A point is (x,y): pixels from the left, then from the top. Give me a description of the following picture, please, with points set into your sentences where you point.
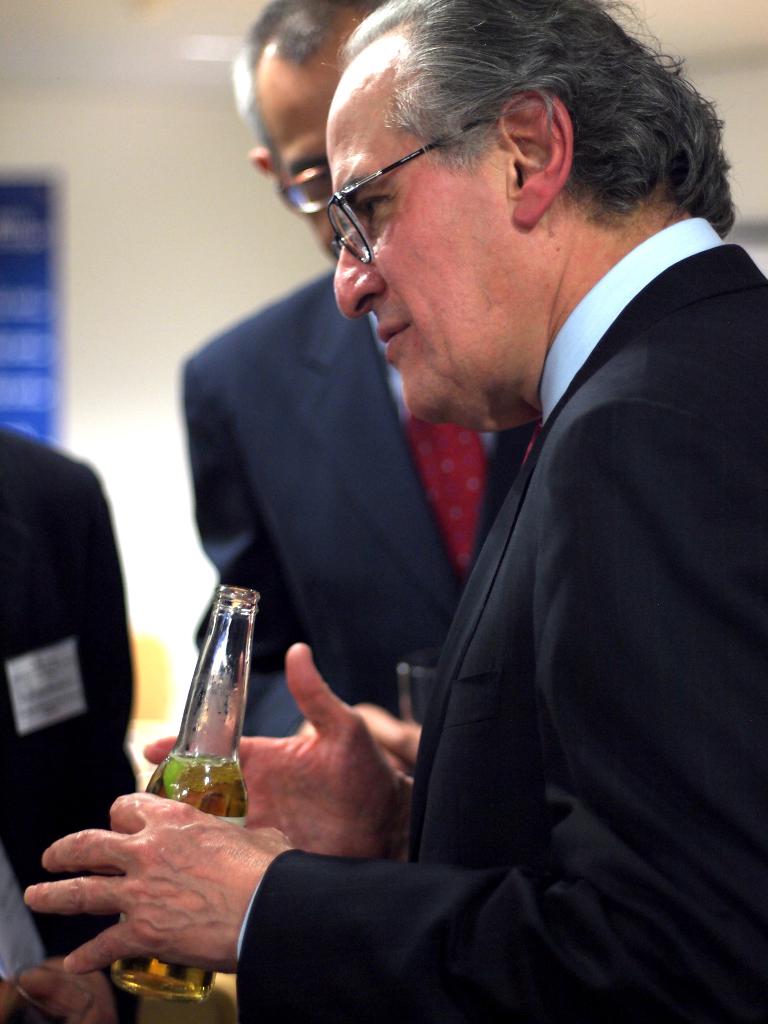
This picture shows a man (546,335) holding a beer bottle (117,968) in his hand (118,940) and speaking with other people (268,342).
